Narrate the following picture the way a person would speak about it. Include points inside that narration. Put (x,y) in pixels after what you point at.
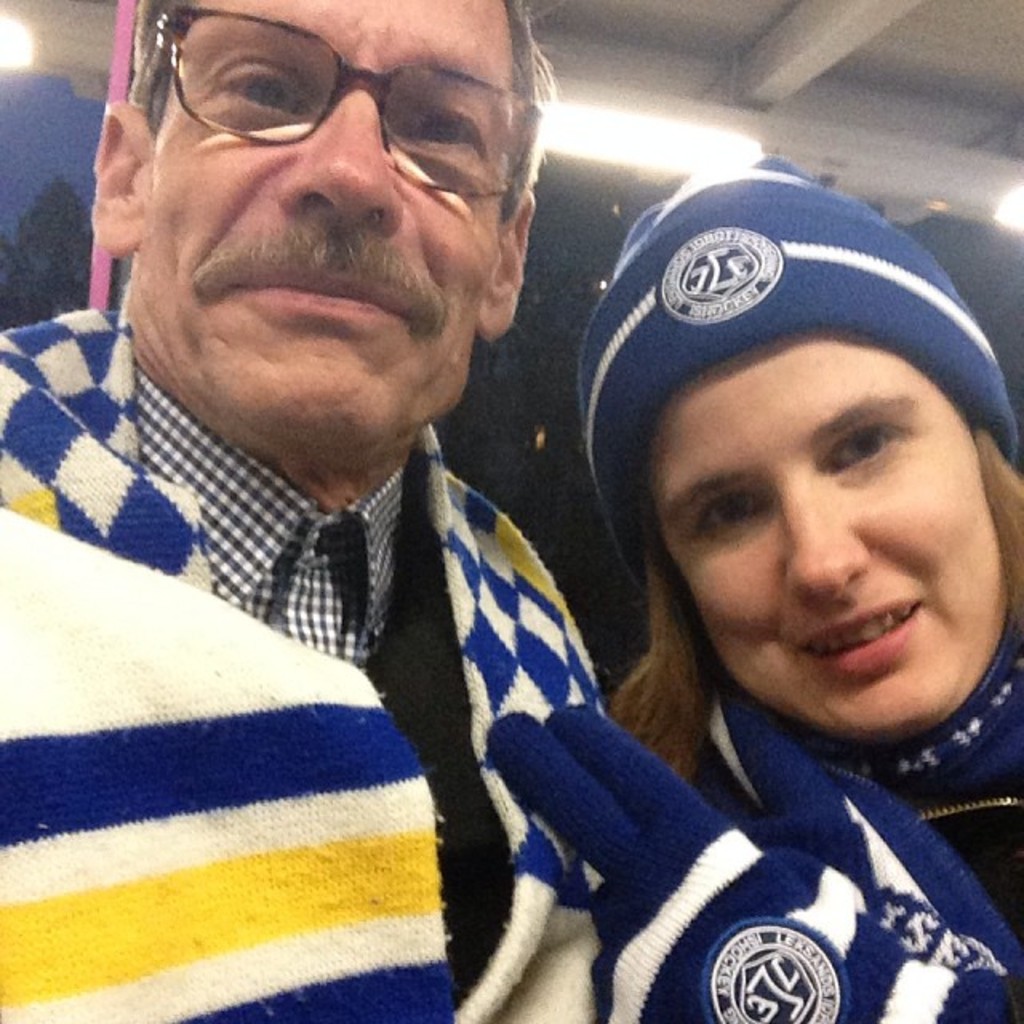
In this picture there is a girl (842,389) and a man (468,589) in the center of the image (443,513) and there are lamps (657,121) at the top side of the image (640,156).
